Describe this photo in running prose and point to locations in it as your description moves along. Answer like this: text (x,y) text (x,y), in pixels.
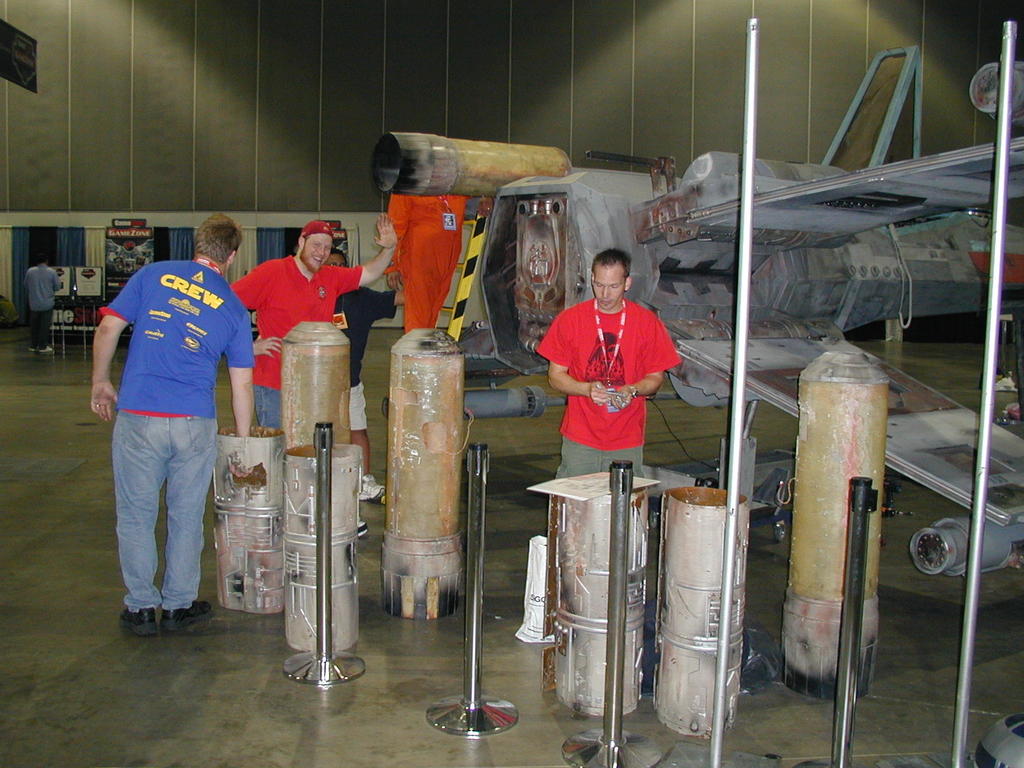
In this picture there are few persons (250,308) standing and there are few objects (580,492) in front (440,478) and beside them and there is a plane (773,231) in the right corner (795,226) and there are some other objects (79,250) in the background (155,241).
